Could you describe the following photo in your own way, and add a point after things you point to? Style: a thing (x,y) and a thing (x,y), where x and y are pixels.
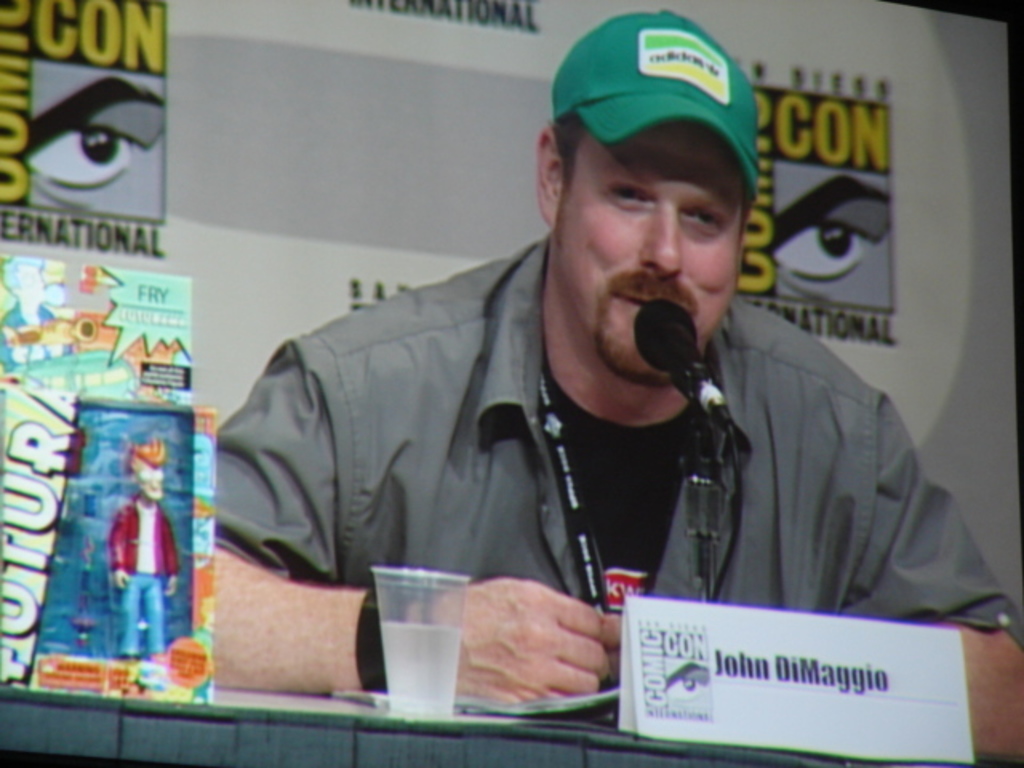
In this picture I can see a man (406,388) seated and speaking with the help of a microphone (690,352) and I can see a toy (133,466) and a glass (390,674) and a name board (720,678) on the table (473,753) and I can see a advertisement hoarding (774,99) on the back (859,9) with some text (93,5) on it and man (478,643) wore a cap (625,21) on his head (571,47).
